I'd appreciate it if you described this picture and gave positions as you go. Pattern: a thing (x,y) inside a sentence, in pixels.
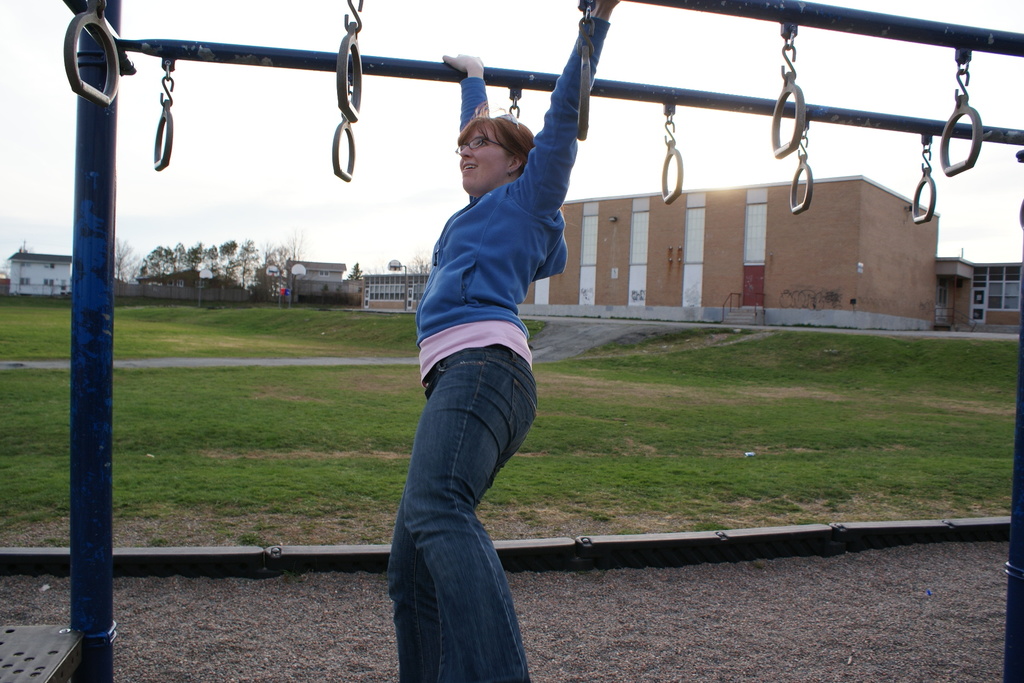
There is a woman (472,383) holding rods (127,45). We can see hooks (346,81) with handles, pole (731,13), grass (737,501) and sand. In the background (702,268) we can see buildings (816,268), trees (207,257), boards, pole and sky (386,190).
